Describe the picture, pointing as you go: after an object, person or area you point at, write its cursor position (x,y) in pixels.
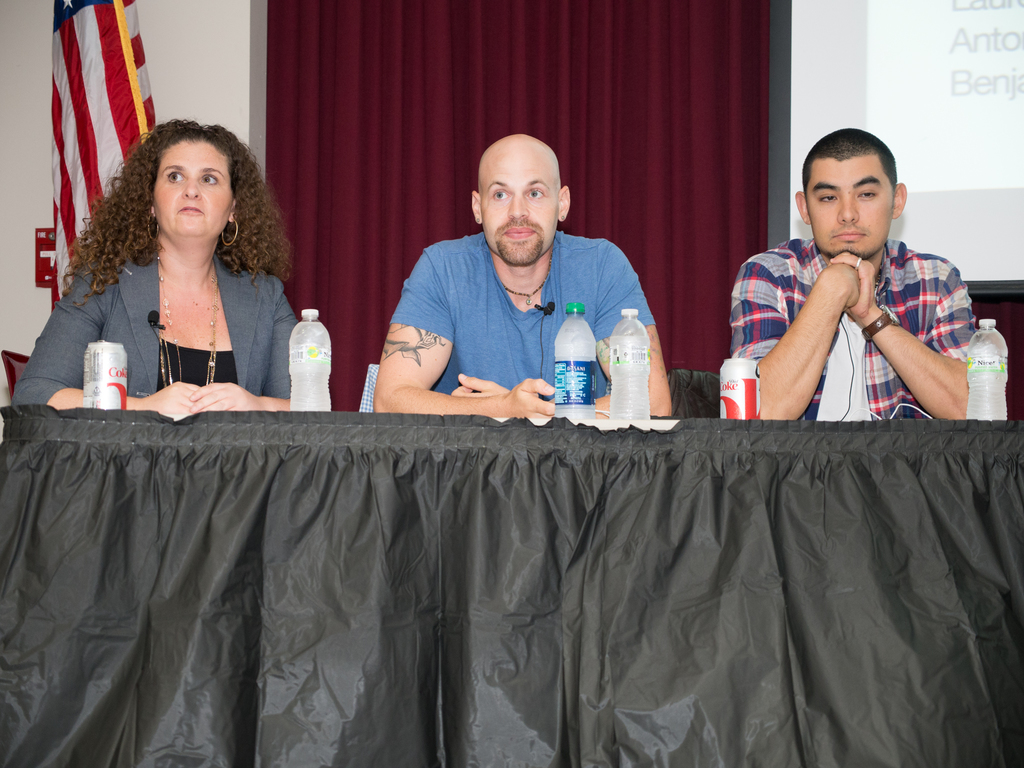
This image consists of three people (431,305). On the left side (116,313) there is a woman (214,281) and in the middle (474,350) and right side (857,185) there are men (791,294). Behind them there is a curtain (336,114) in maroon color. Behind woman (186,325) there is a flag (90,190). There is a table (974,447) in front of them in the middle of the image (546,508). On that table (81,427) there is a tin (104,398), water bottle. That table (471,441) has black color cover (541,611) and there is a screen (947,38) on the top right corner (946,57).
